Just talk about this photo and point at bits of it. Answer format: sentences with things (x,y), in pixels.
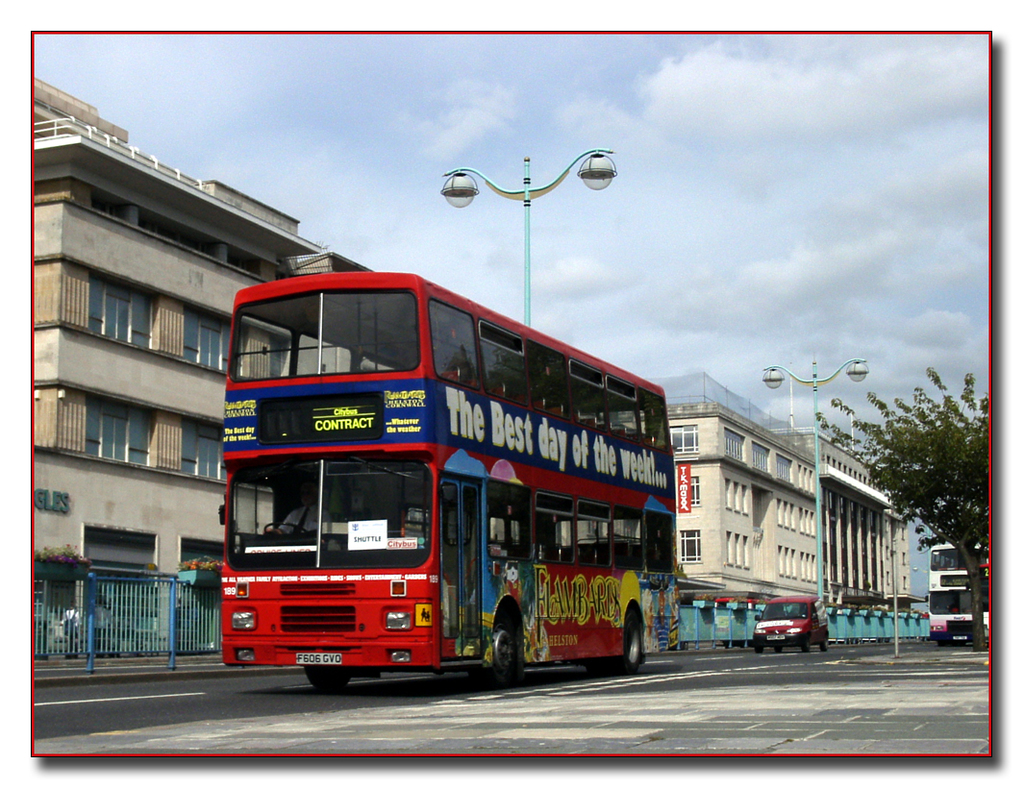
In this image we can see two double decker buses (541,591) on the road (778,655) also we can see a car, there are some buildings (749,420), street light poles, a fencing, trees (964,398), also we can see the sky (913,540).
